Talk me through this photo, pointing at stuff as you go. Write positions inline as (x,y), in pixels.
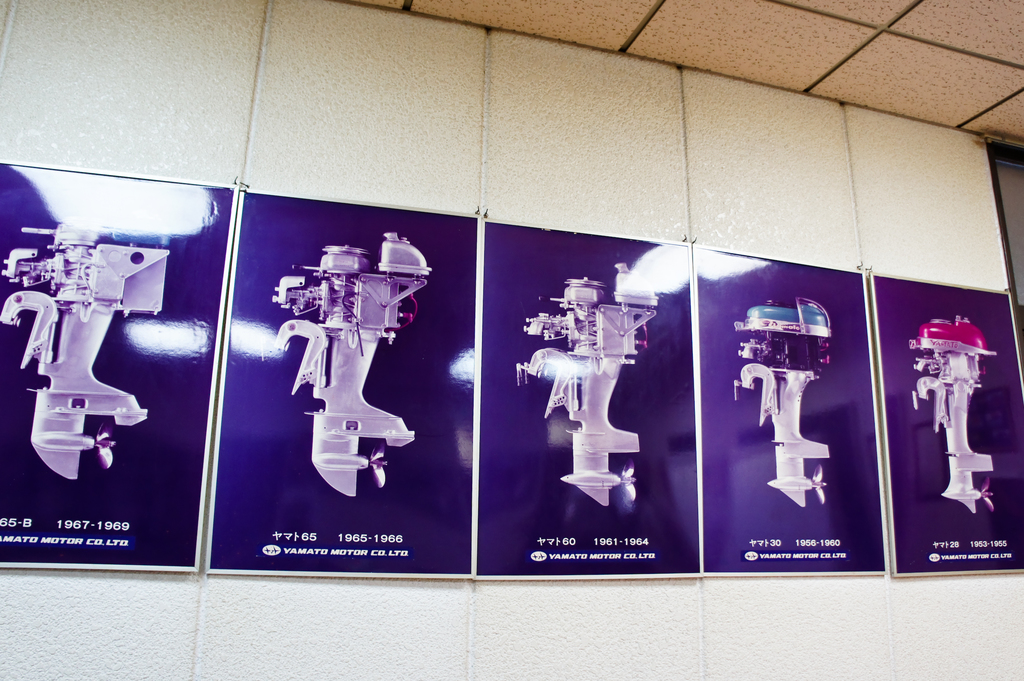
In the image there are photographs (520,395) of machines (626,443) on the wall (954,236).
